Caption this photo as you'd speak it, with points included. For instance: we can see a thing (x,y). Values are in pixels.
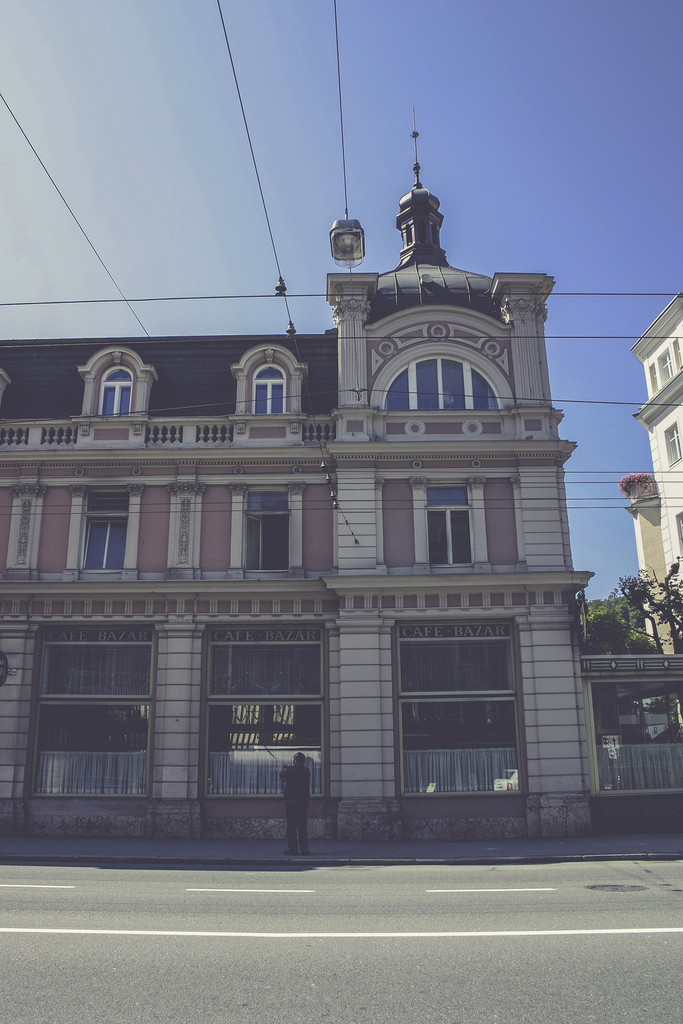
In the picture we can see a part of the building (95,426) with windows (457,781) and near it we can see a man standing on the path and beside the building (211,732) we can see some plants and a part of another building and in the background (582,187) we can see the sky (262,275).
